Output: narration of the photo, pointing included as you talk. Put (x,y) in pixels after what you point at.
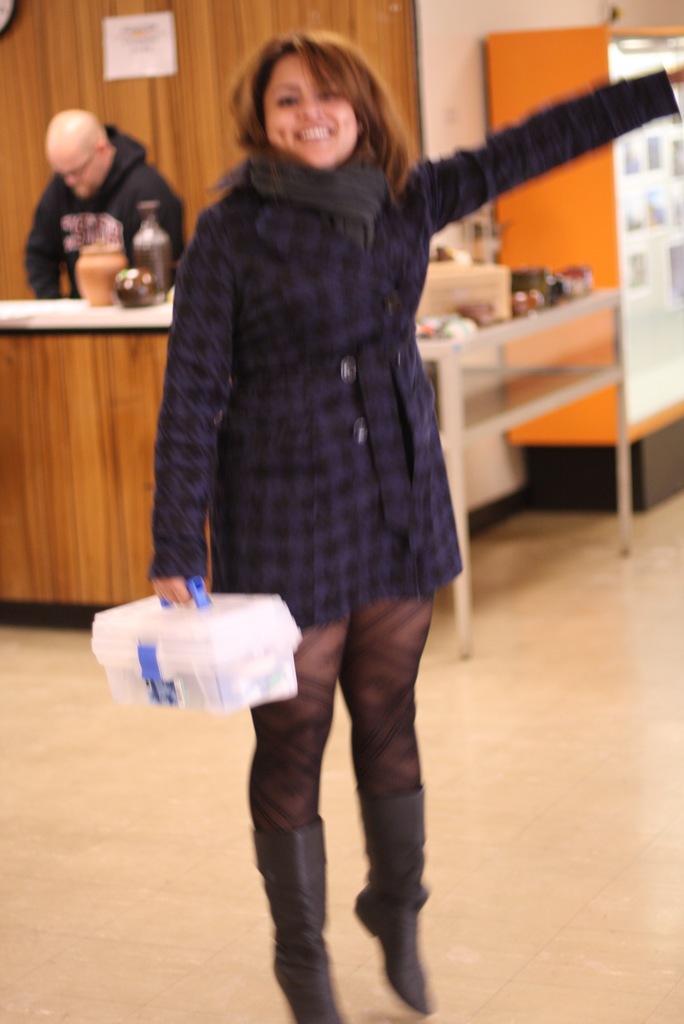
In this picture we can see a woman (274,895) standing on the floor (457,864). She is smiling and she hold a box (221,628) with her hand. On the background (183,233) we can see a man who is standing besides the table (104,390). And there is a rack (601,354) and this is the floor (623,683).
